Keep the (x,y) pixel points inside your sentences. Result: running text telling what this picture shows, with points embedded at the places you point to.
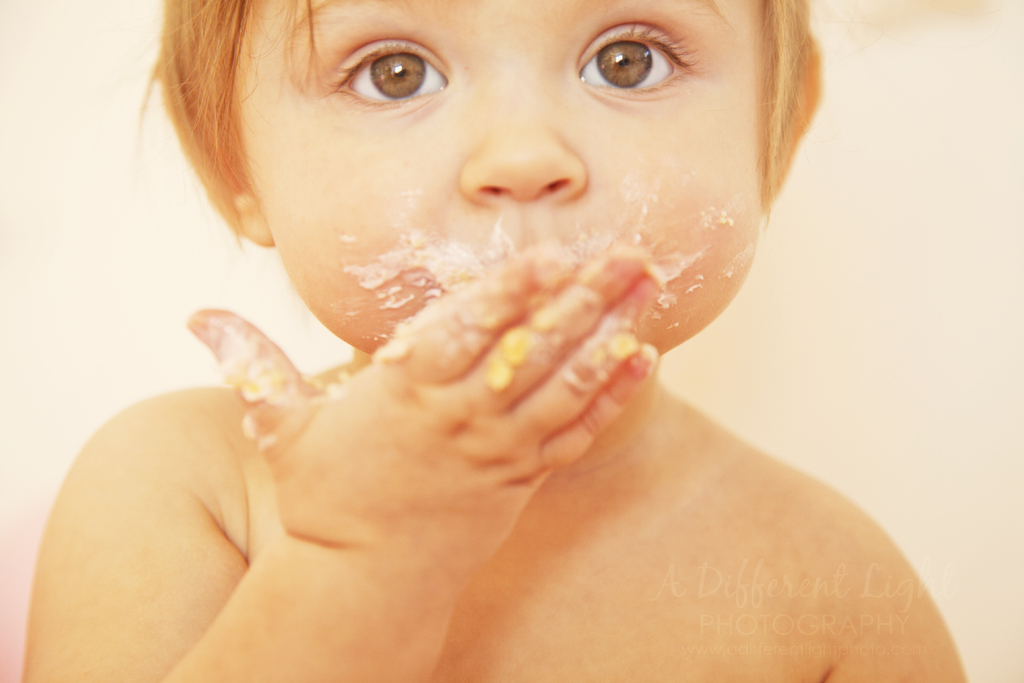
In this picture there is a baby boy (704,237) who is a sitting near to the wall (901,444). He is eating the food (570,253). In the bottom right corner (881,577) there is a watermark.
